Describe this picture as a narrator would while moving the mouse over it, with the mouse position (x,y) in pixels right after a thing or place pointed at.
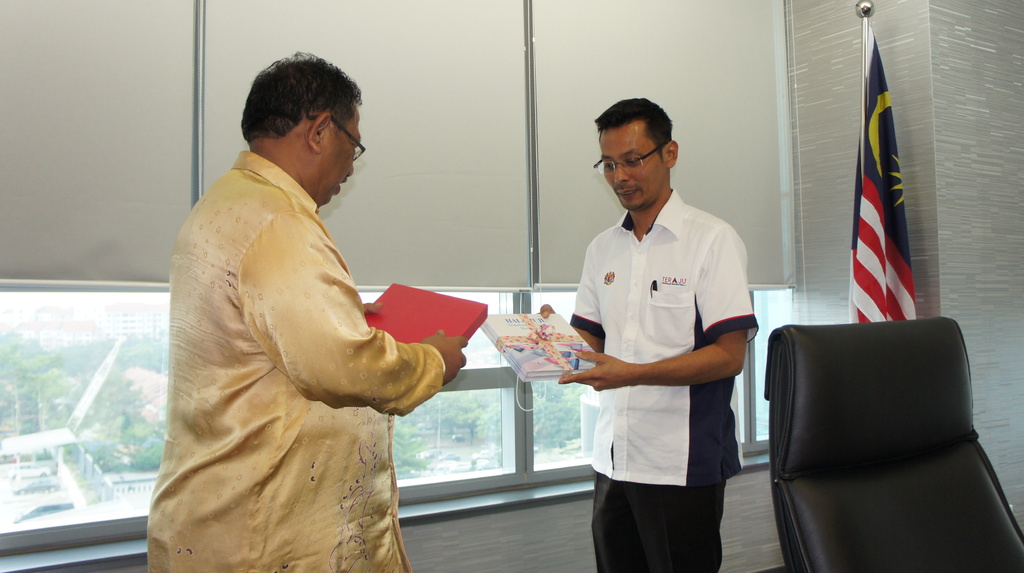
In this picture there are two men (611,114) standing and looking down they are holding two books (495,333) in their hands (547,312) and onto the right there is a flag (869,273) a chair (844,414) and in the background (470,483) there is a window (508,441).
